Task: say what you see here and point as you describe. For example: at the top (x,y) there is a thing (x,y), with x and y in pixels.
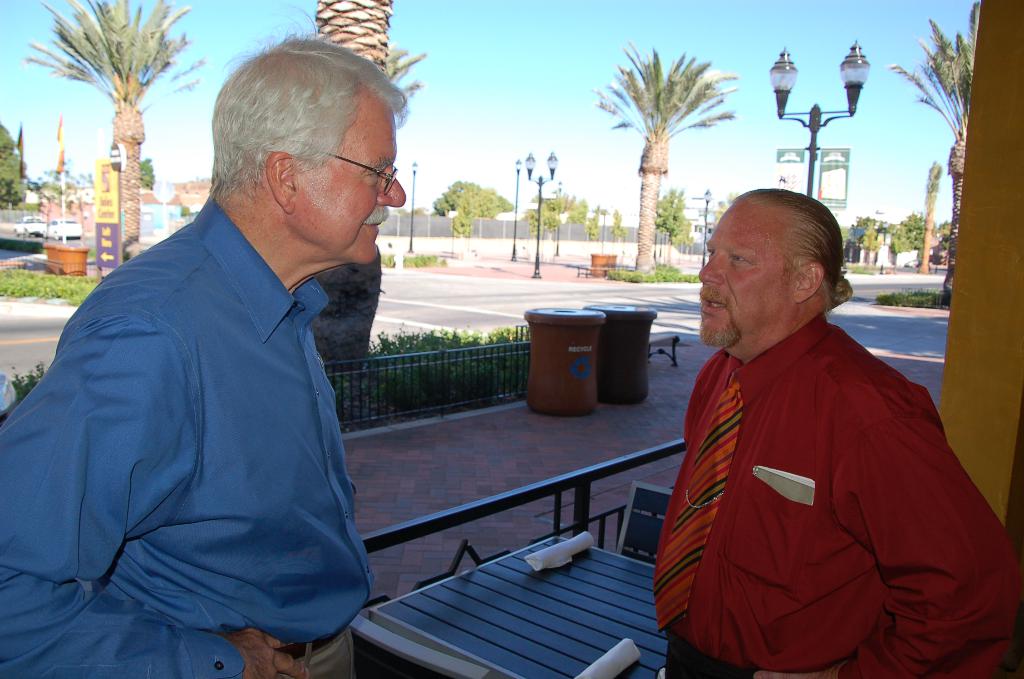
In this image we can see two persons (689,480), beside them there are chairs (665,495) and a table (553,609), on the table (556,586) there are napkins (538,568), there are two dustbins (535,351), a railing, trees (3,190), plants (406,399), light poles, there are boards (109,227) with text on them, there are vehicles (60,232) on the road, there is a wall (475,224), also we can see the sky (546,140).
